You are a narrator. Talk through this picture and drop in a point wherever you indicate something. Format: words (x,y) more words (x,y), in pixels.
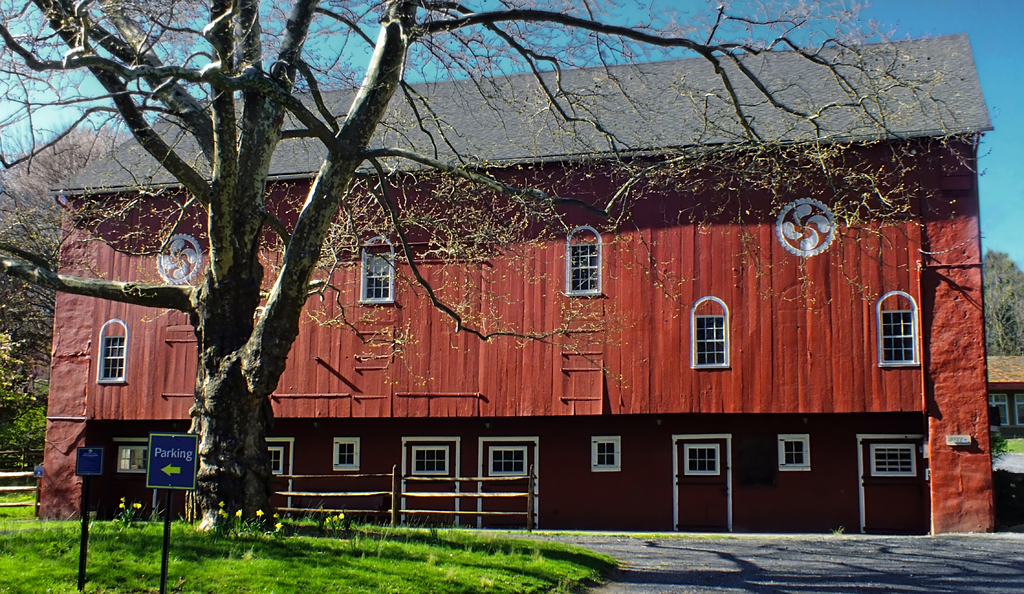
In this picture we can see few sign boards (182,478), trees (212,285) and buildings (872,325), and also we can see wooden fence (412,496) and grass (360,538).
